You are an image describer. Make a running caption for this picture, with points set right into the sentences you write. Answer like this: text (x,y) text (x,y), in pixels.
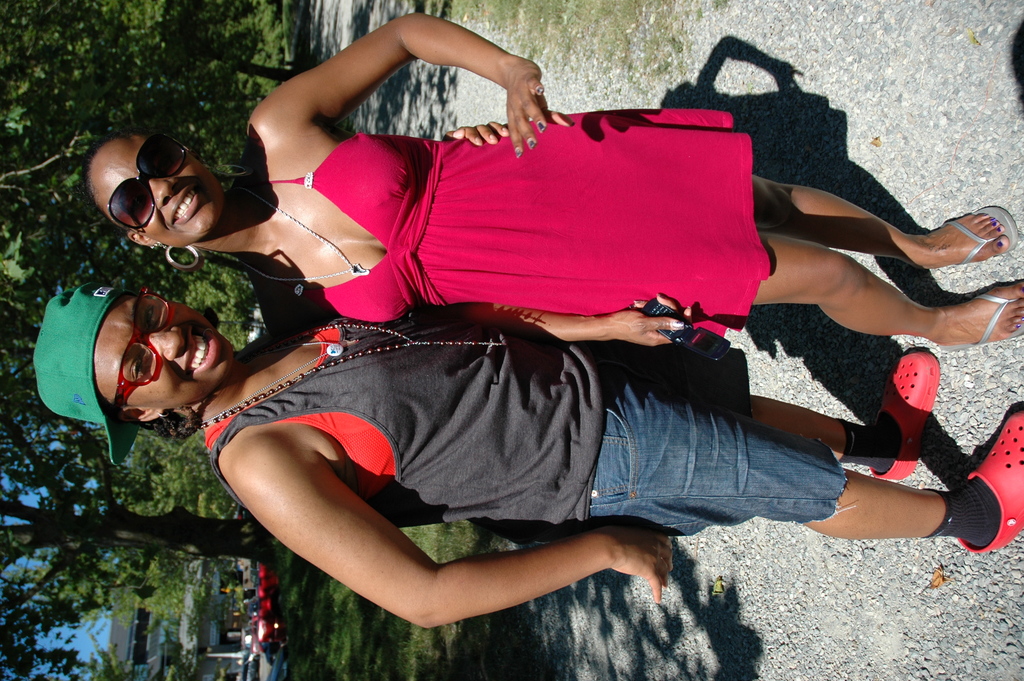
In this image we can see two persons (283,348) standing and smiling, among them, one person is holding a mobile phone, there are some trees (251,306), grass (435,643), vehicles (252,623) and a building (212,587), also we can see the sky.
